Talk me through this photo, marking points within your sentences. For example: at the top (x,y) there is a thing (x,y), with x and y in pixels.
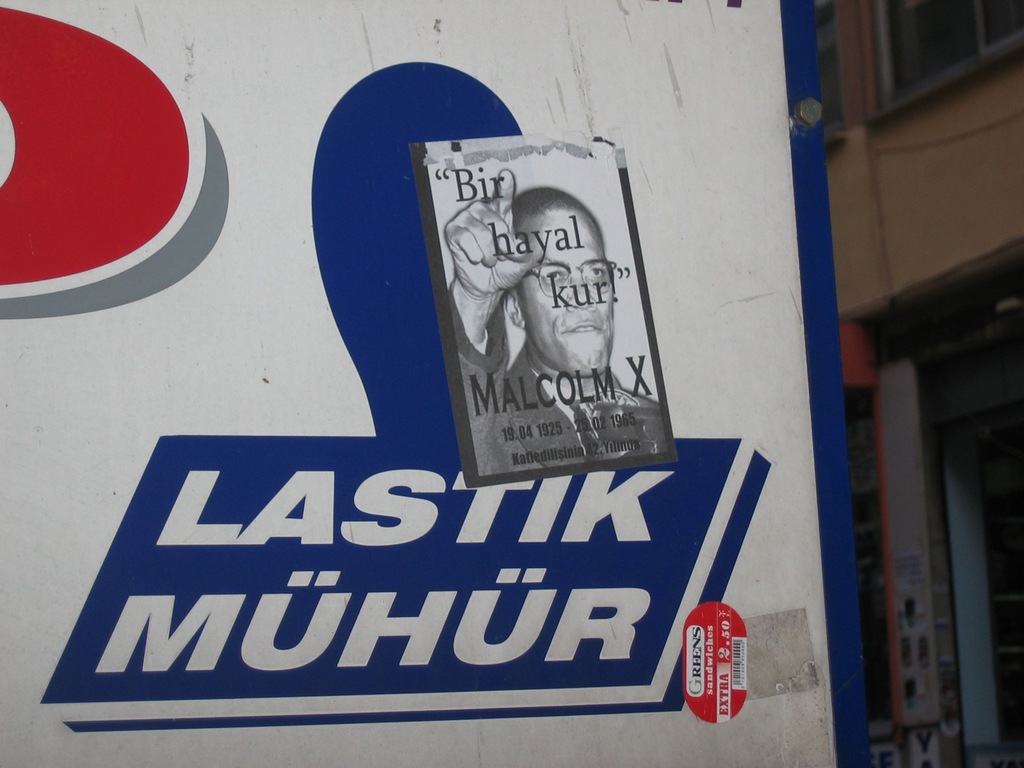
In this picture there is a board (402,570) with text (514,575) and poster (517,381) on the left corner (254,476). There is a building (939,310) with windows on the right corner (928,413).
